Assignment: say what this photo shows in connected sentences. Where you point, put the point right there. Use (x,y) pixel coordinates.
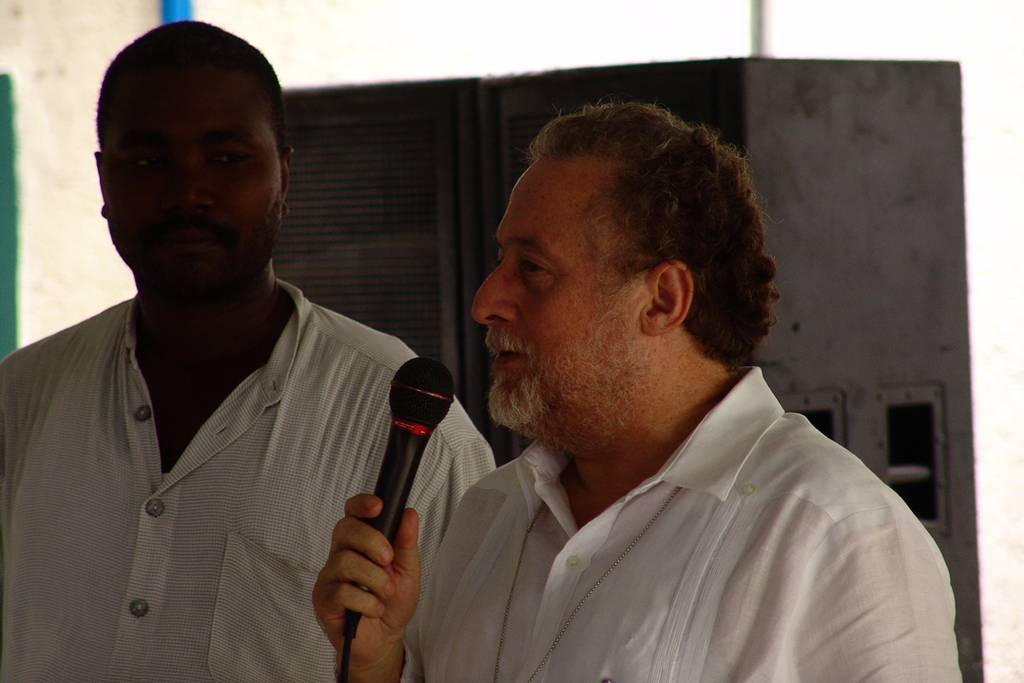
There are two persons (477,676) in this image one person (922,578) at the right side (909,589) is wearing a white shirt (489,491) is holding mike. Left person (337,408) is also wearing a white shirt (299,639). Background (986,528) there is a wall (1010,237).
